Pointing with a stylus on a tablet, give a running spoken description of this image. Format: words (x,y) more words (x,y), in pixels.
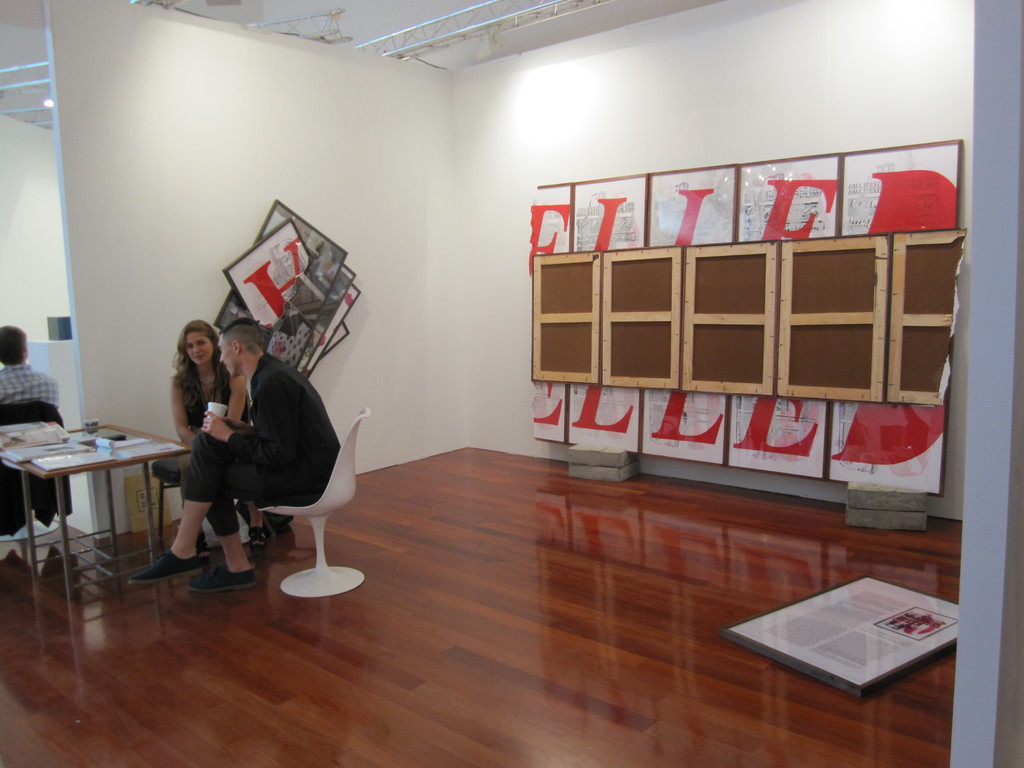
Here we can see three persons (211,427) are sitting on the chairs (159,470). This is table (27,491). On the table (124,463) there are papers (116,446). This is floor (674,647) and there is a frame (895,625). On the background (408,151) there is a wall (605,140) and these are the frames (753,219).
